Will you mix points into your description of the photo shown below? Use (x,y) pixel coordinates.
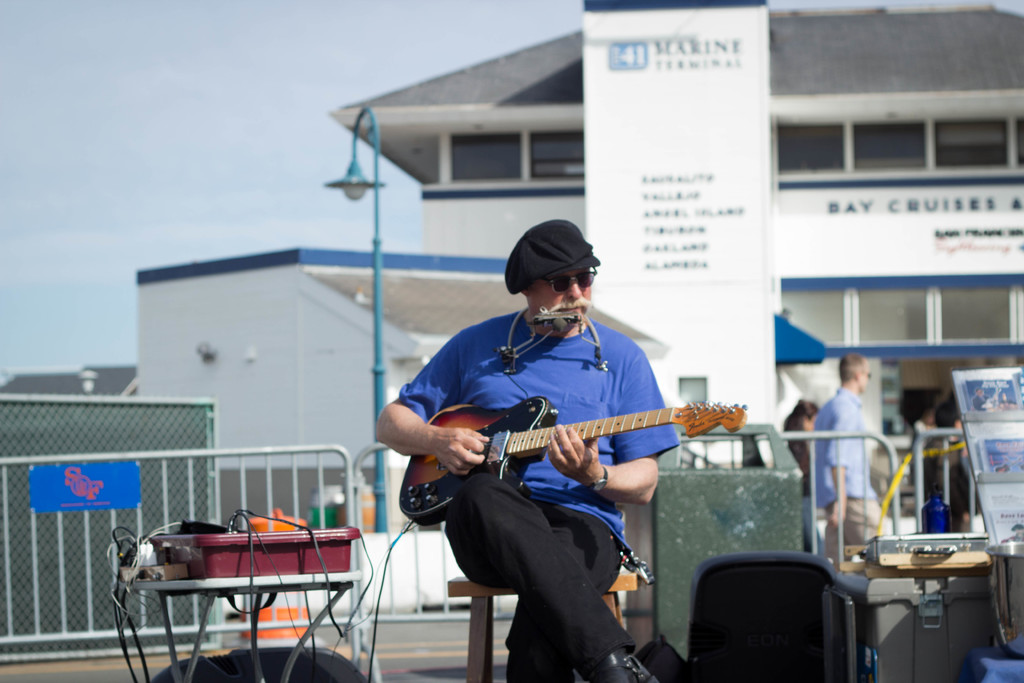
In the center (556,341) we can see one person (442,449) is sitting and he is sitting and playing guitar (547,433). And around him there is some musical instruments (739,580). Coming to the back ground (620,214) we can see the building (850,185) and some peoples (843,408) were standing.
